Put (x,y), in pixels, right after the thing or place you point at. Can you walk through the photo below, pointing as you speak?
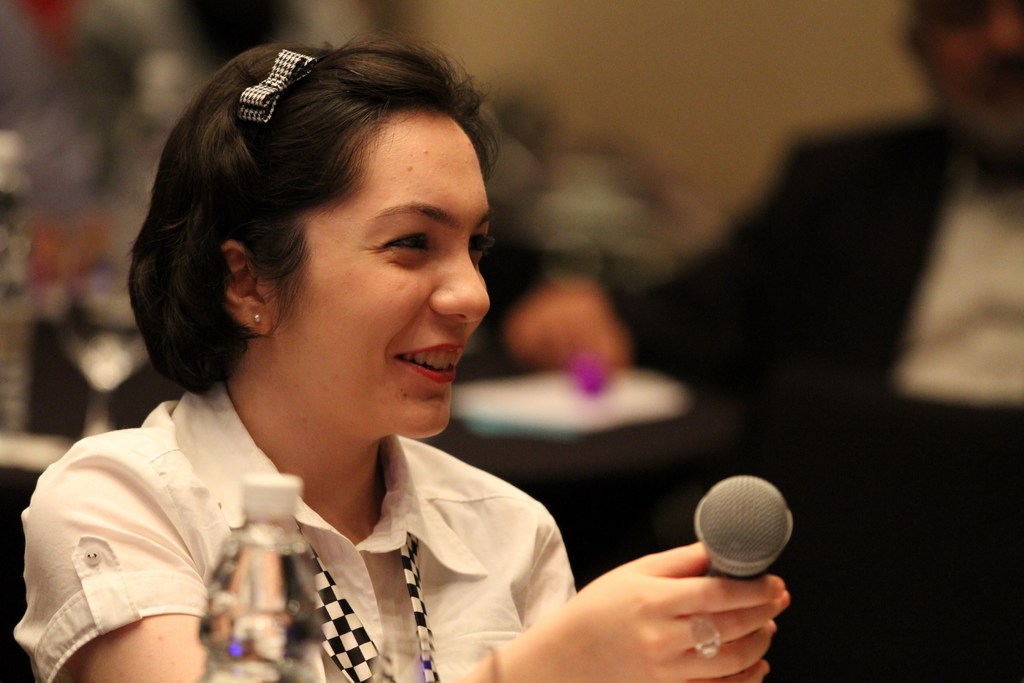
A woman (385,561) is holding microphone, this is bottle (250,653), there is a man (905,315) sitting.
